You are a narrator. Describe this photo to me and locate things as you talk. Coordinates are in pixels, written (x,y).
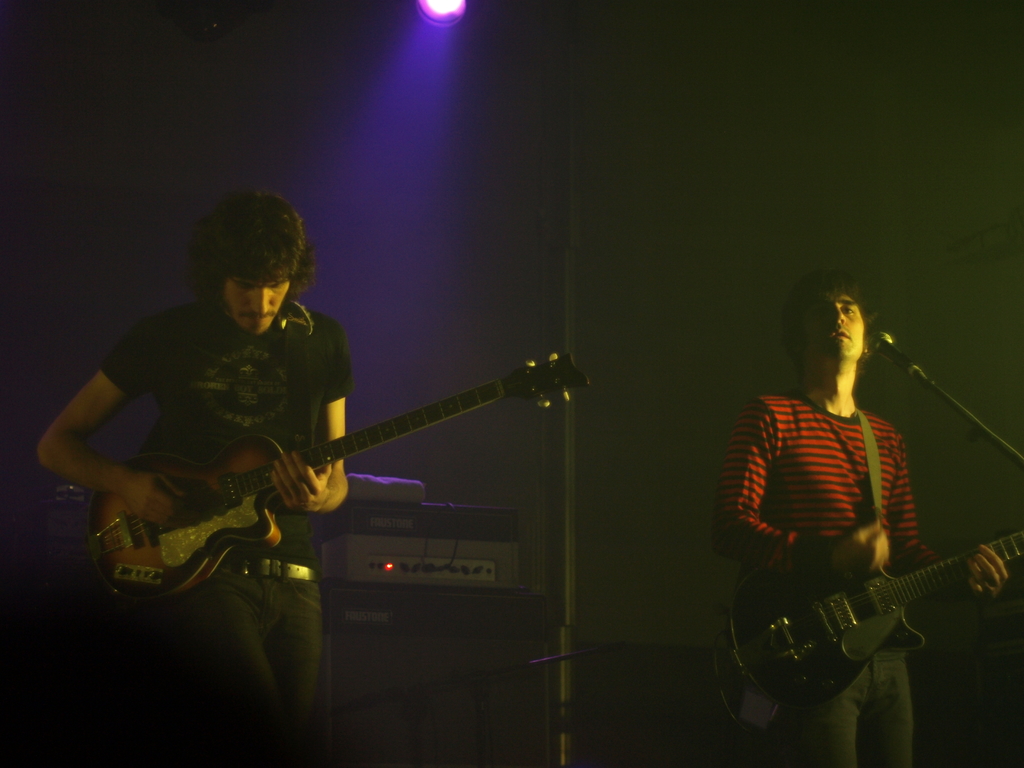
In this image there are two men (291,525) playing musical instruments (764,631). Towards the left (267,395), he is wearing a black t shirt (256,408), black jeans (217,608) and holding a guitar (207,511). The person (815,520) towards the right (795,502) he is wearing a red t shirt (825,444), black trousers (830,728) and he was holding a guitar (829,686) and there is a mike (1001,445) besides him. In the background (378,528) there is a device (377,556) and a light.
